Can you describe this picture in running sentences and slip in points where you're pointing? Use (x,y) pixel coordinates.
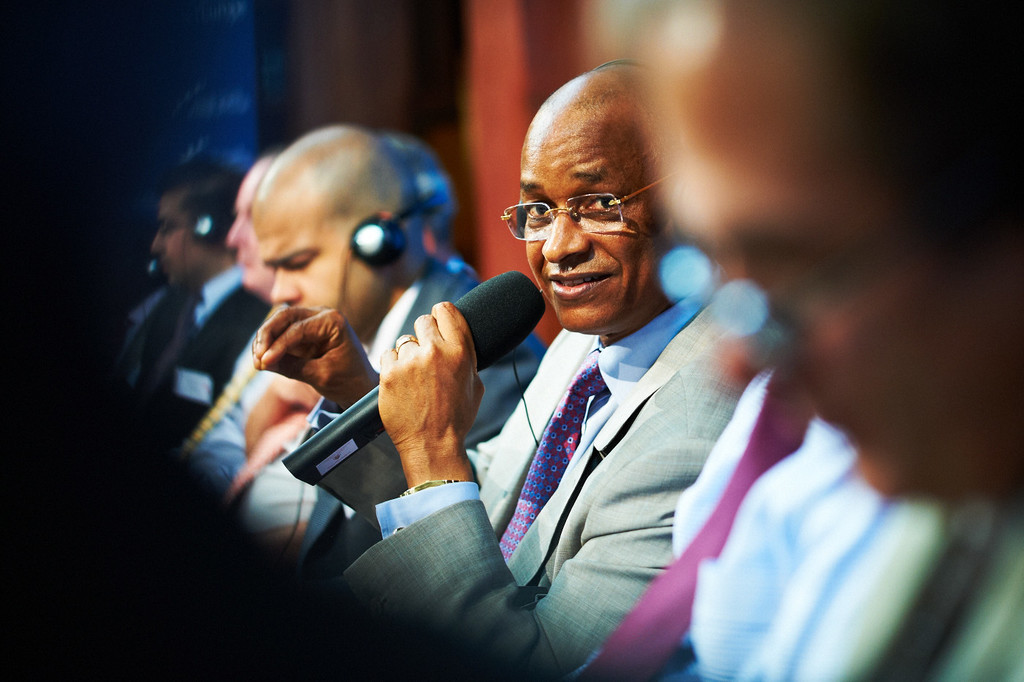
Here we see a group of people (171,219) seated and we see a man (437,455) holding a microphone (292,467) and speaking.
